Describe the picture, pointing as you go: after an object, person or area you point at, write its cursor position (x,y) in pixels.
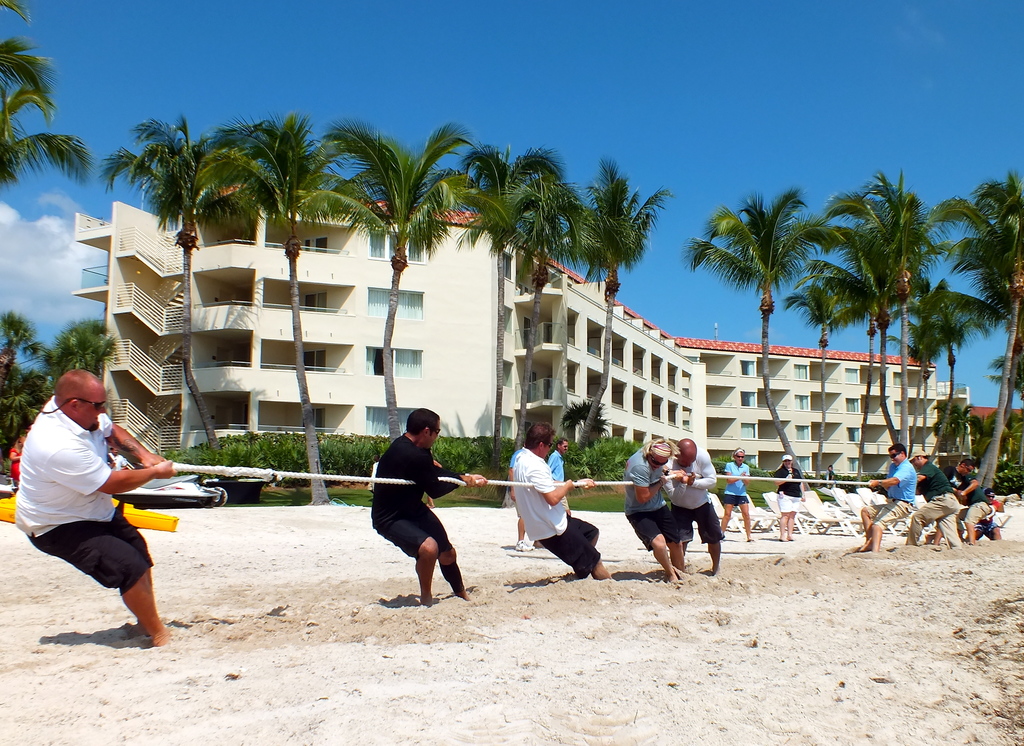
In this picture, there are people (547,495) playing the rope game. Two groups of people (704,534) are holding either end of the rope (852,483). At the bottom (703,659) there is sand (652,634). Towards the right (782,467), there are two people (797,503) staring them, In the background (358,380) there are buildings (705,421), trees (763,307), plants (837,476), sky (705,297) etc.
